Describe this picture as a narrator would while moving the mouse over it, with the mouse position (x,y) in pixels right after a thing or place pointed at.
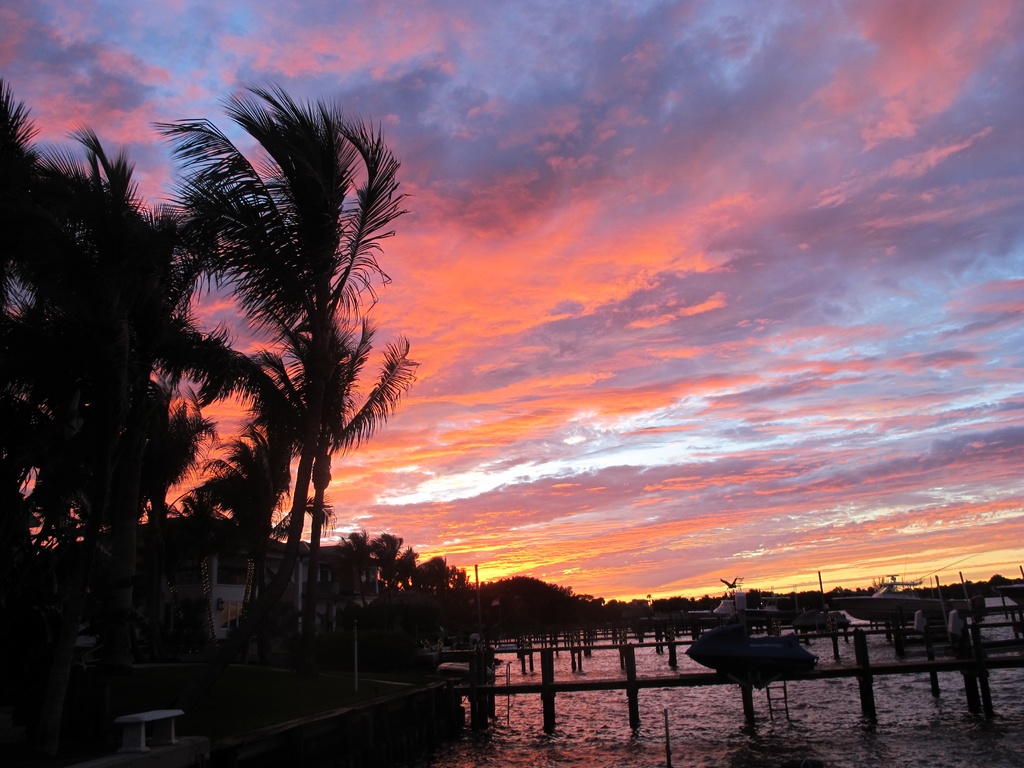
On the left side of the image (147,476) there are some coconut trees (90,320) and a house (321,599), in front of the house (340,600) there is a bridge (574,657), under the bridge (598,639) there are some water (579,719). In the background (565,576) there is a sky (506,292).
